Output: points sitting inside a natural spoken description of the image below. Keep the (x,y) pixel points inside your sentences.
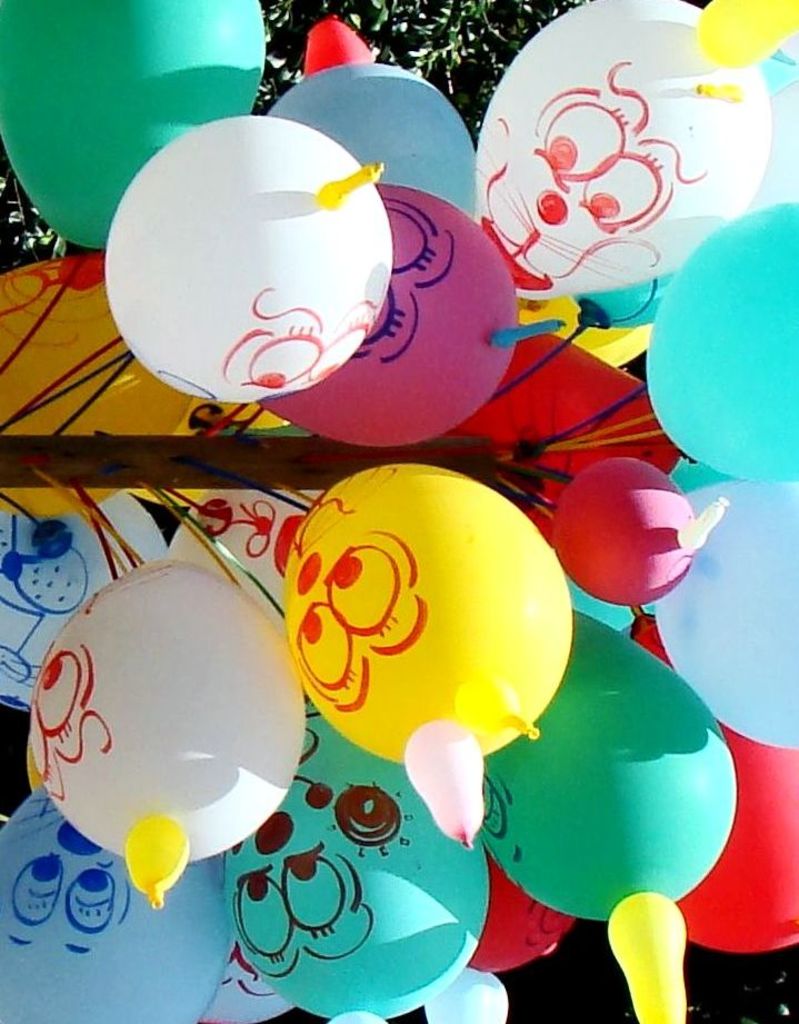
In this image there are balloons (411,533).
